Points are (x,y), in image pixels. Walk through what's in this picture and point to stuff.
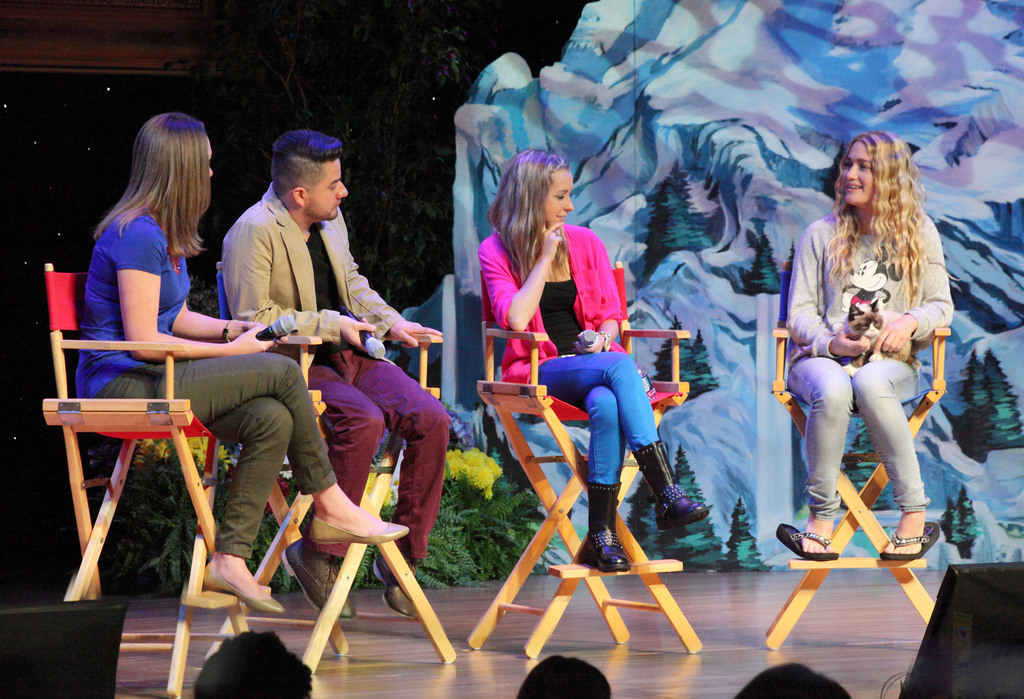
In this image these four persons (827,381), in which there are three women (182,327) and one man (240,284). They are sitting in the chairs (294,530) on the stage (619,587). In the background (632,48) there is a tree (358,59) and a cloth (733,127) which looks like a mountain (737,108) with snow (731,97). The woman (178,282) to the left (99,290) is wearing a blue colored shirt (176,284). The man (284,261) in the image is wearing a suit (288,266). And the woman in the right (834,296) is wearing a Mickey mouse t-shirt (857,290).
